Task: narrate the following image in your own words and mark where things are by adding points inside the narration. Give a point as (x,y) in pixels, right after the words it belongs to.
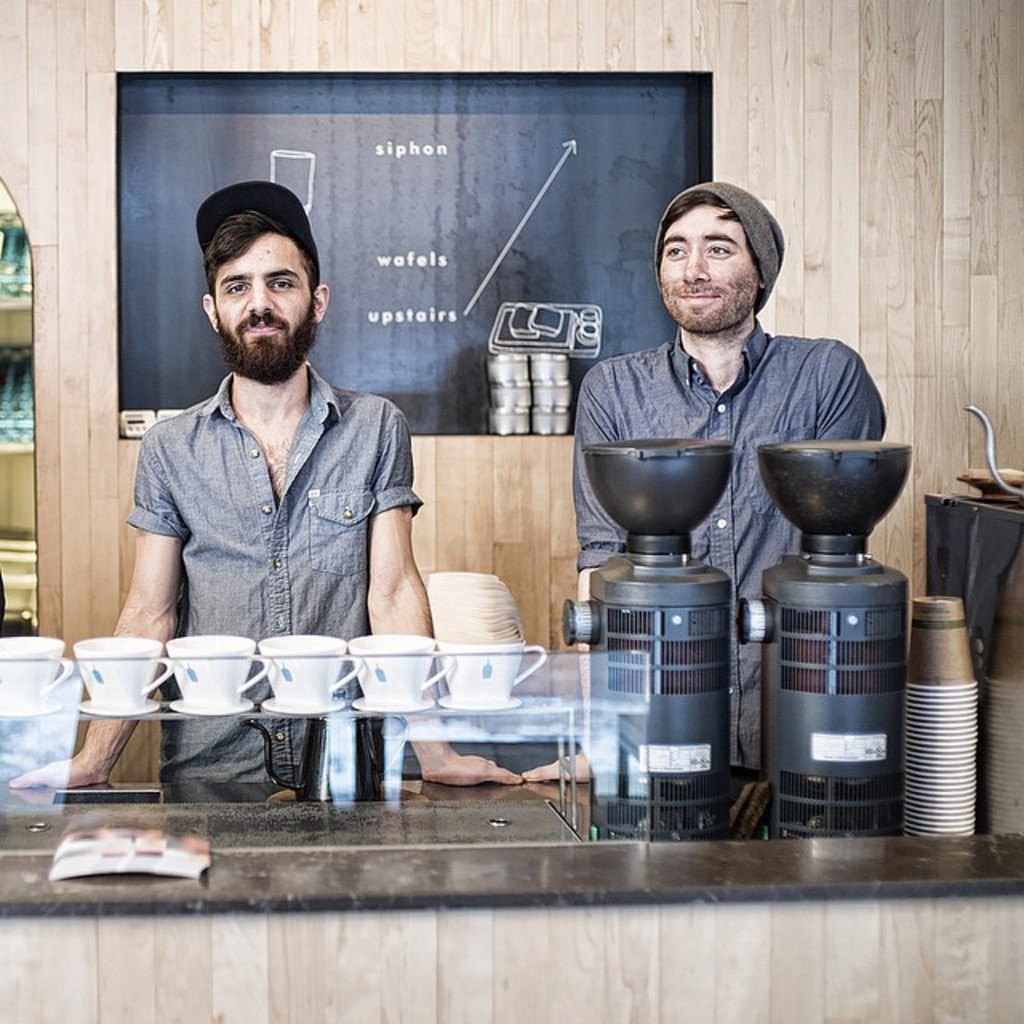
In this image there are two persons (574,448) standing with a smile on their face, in front of them there is a platform (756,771). On the platform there are few cups (227,670) arranged on a glass rack (571,710), beside them there are few objects (832,621) placed. In the background (790,96) there is a wooden wall (108,181) and a poster (480,244) attached to it and there are few objects (494,407) placed.
